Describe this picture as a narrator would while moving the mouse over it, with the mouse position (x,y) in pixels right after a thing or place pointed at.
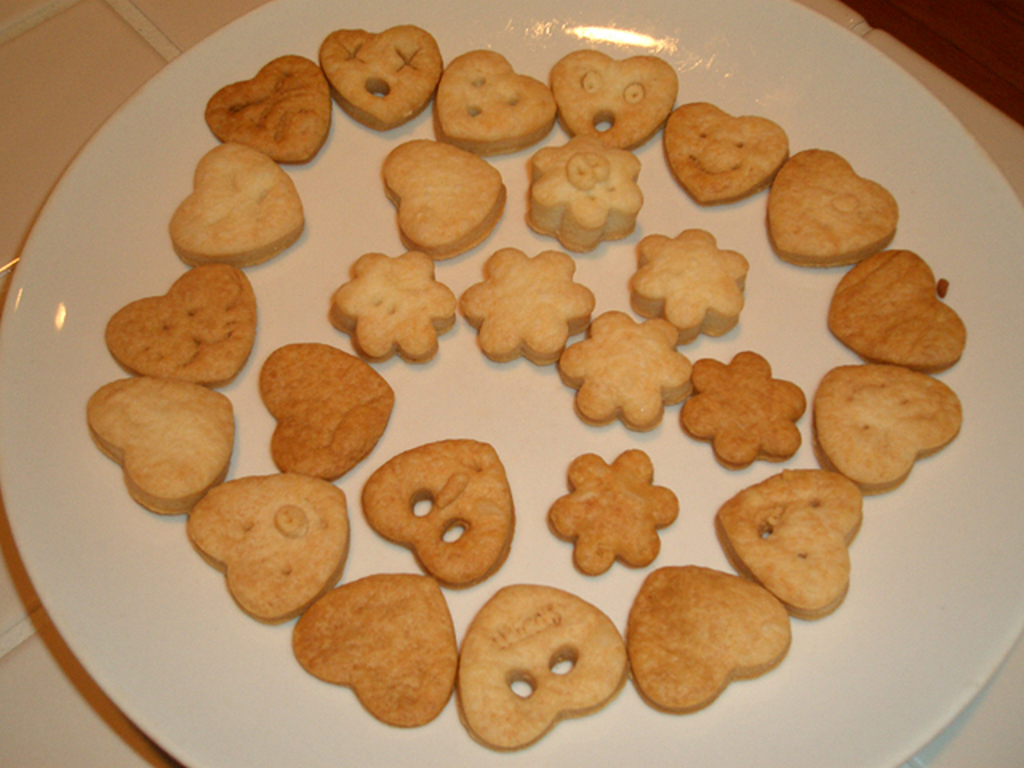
In this image we can see a plate (240,419) full of food items (768,484). The plate (301,764) is placed on a white surface (47,675).
